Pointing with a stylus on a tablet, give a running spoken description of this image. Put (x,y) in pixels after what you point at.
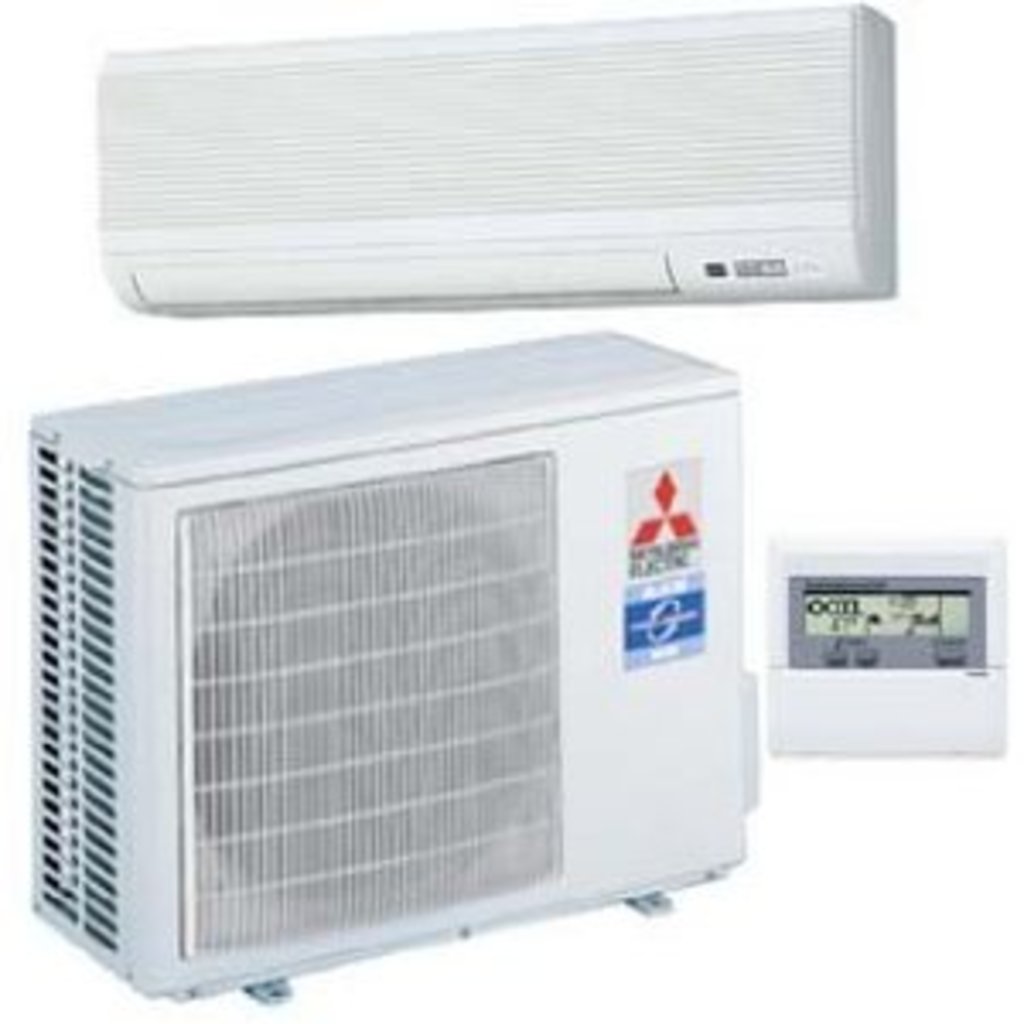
In this image I can see few white colour electronic devices (654,492). I can also see few logos (636,539) over here.
